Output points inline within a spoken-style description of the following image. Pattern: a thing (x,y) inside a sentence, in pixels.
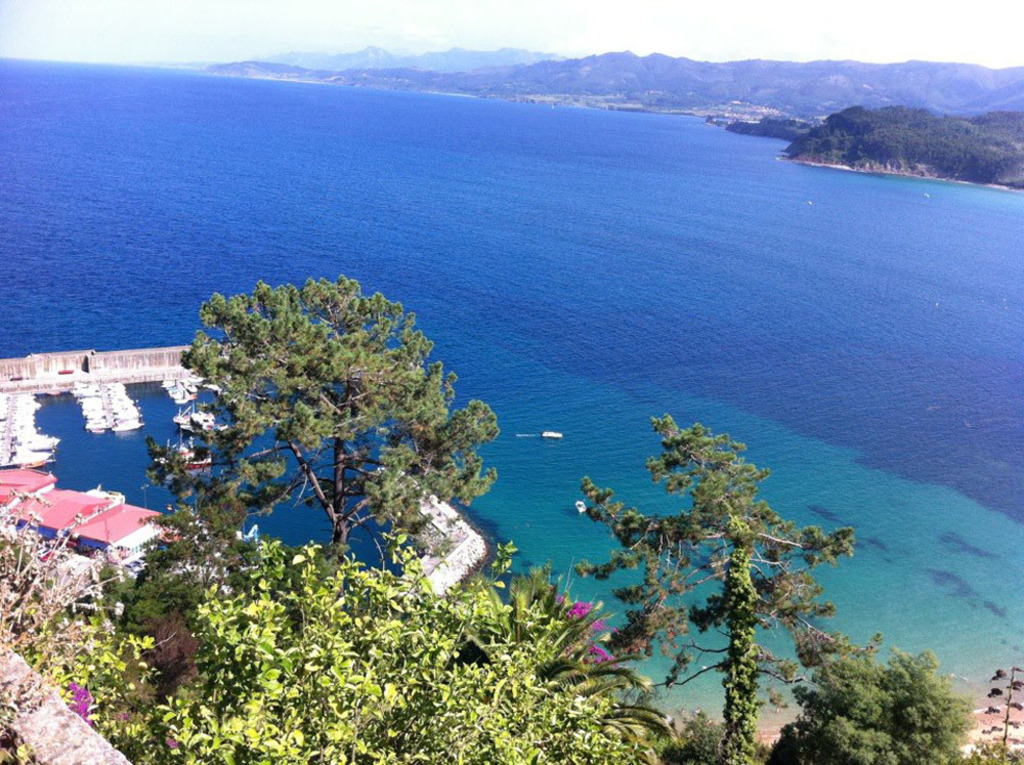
In this image I can see few plants (250,718) and trees (951,703) in green color and I can also see few boats (172,452) on the water (513,396). In the background (850,107) I can see the mountains (688,61) and the sky (658,21) is in white color.
